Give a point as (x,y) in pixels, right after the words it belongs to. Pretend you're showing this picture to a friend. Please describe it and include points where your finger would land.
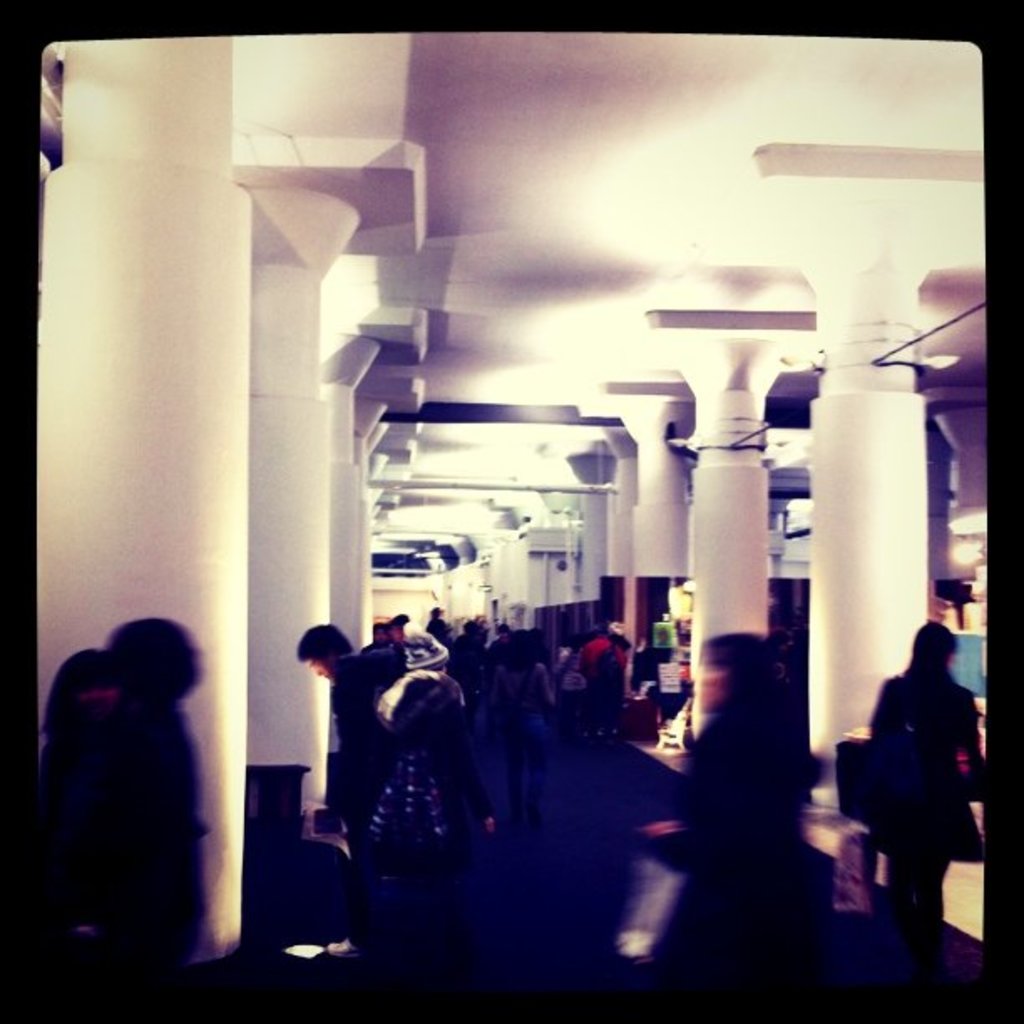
In this picture we can see some people (616,724) are walking inside of the building (673,629) and some pillars (303,453).
